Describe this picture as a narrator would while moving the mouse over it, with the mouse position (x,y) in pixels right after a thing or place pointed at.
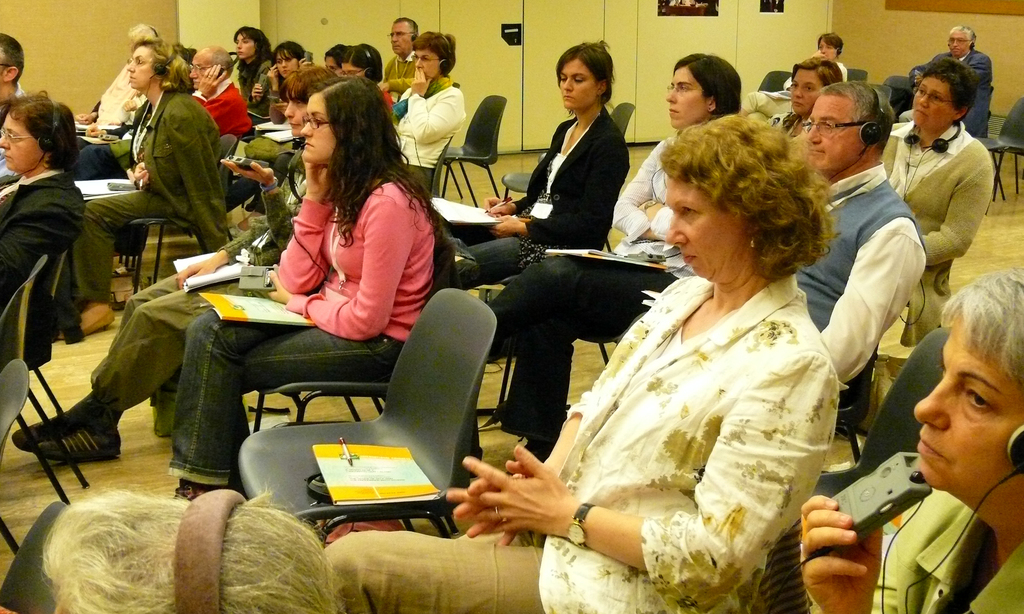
In this image I can see many people (371,184) are sitting on the chairs (442,340), holding books (277,303) in the hands (279,292) and looking at the left side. In the background (448,30) there is a wall (576,12). This is an inside view of a room (633,27).
